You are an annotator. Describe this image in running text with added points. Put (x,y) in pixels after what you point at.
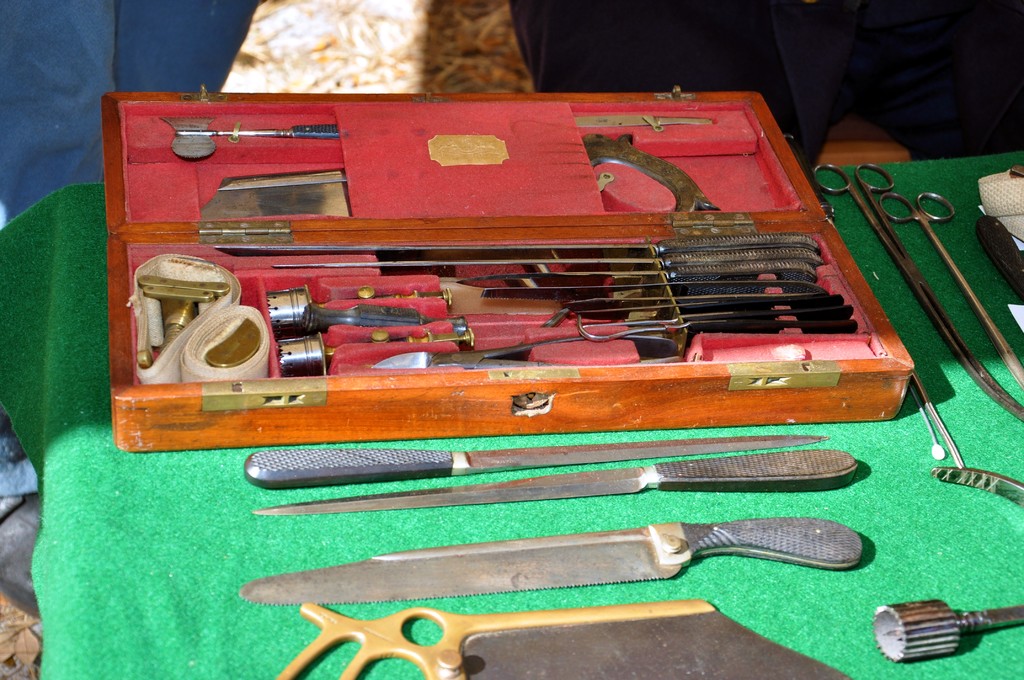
In the center of the image (488,443) a table (557,509) is there. On the table (819,559) we can see cloth (175,619), box (478,390), knife (453,474), scissors (925,289) and some objects (408,294) are present.
